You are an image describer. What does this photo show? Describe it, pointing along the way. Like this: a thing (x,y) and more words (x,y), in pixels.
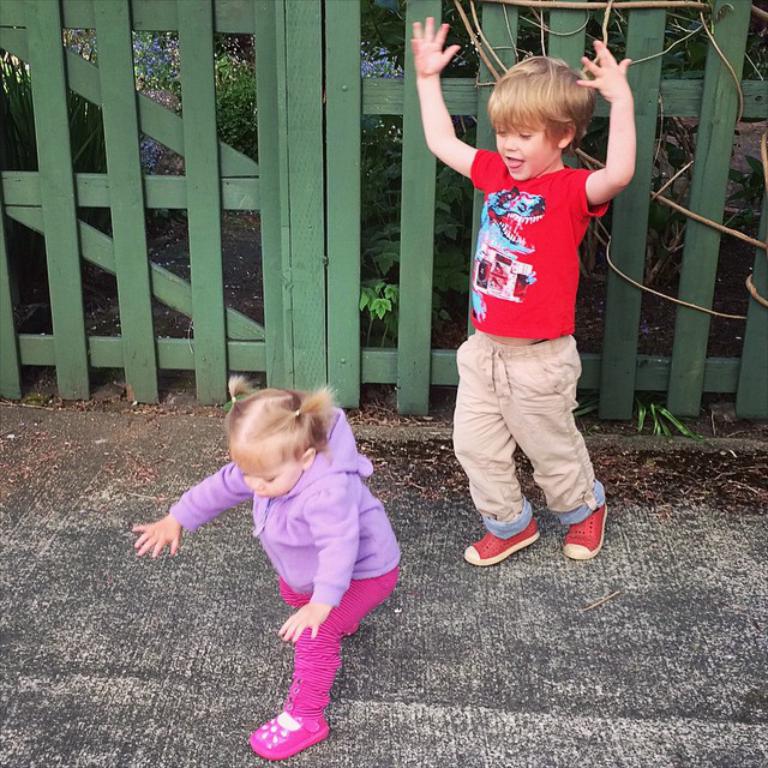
In this image there is one boy (516,443) and one girl (326,529) it seems that they are playing, and at the bottom (377,662) there is a walkway (62,636). And in the background (252,142) there is a fence (611,274), plants (391,71) and flowers (156,73).
